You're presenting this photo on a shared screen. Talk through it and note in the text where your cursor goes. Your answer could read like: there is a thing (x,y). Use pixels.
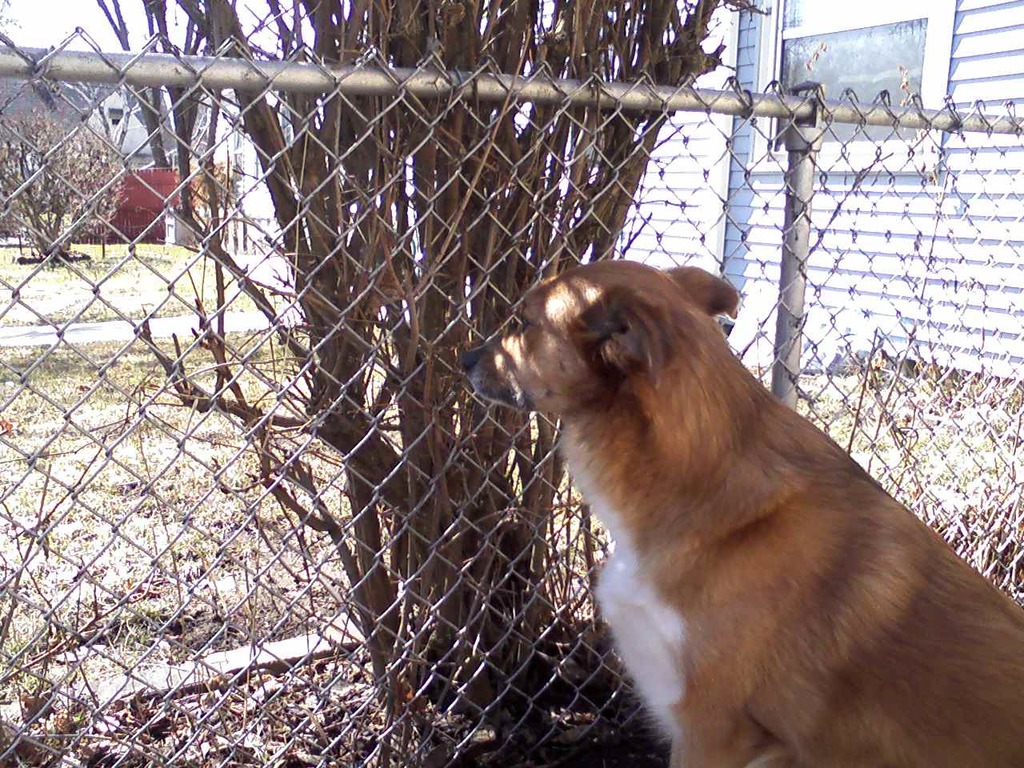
In this picture we can see a dog (771,620), a tree (267,421) and fencing (146,491) in the front (225,564), at the bottom (117,552) there is grass (209,431), on the right side (907,155) there is a house (656,198), in the background (98,221) we can see a tree (78,236), there is the sky (57,40) at the left top of the picture (80,0).
